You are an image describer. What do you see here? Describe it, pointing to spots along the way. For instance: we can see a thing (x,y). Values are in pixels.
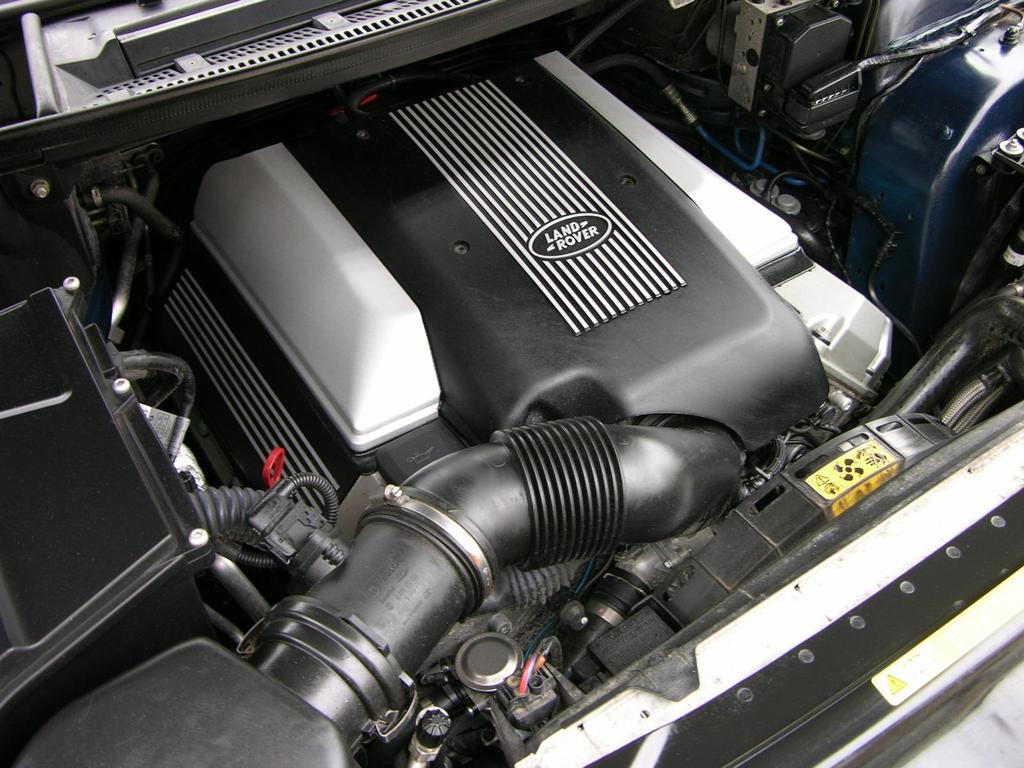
In this image we can see the engine part (538,295) of a vehicle (589,299).
